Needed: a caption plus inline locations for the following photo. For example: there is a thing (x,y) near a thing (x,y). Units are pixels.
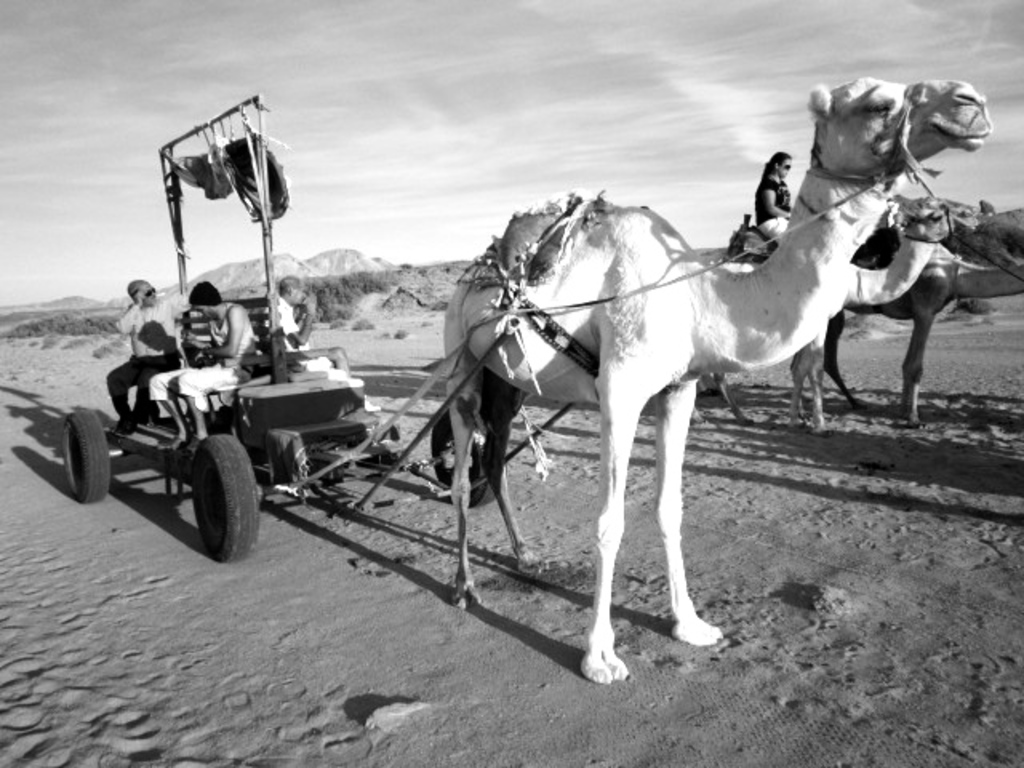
This is a black and white image. Here I can see three camels (869,294) on the ground (776,479) and one woman (768,200) is sitting on a camel (757,258). At the back of these there is vehicle (208,436) on which I can see three people (227,343) are sitting. In the background (331,312) there are some trees (349,288) and hills (339,260). On the top of the image (545,102) I can see the sky (498,104).
